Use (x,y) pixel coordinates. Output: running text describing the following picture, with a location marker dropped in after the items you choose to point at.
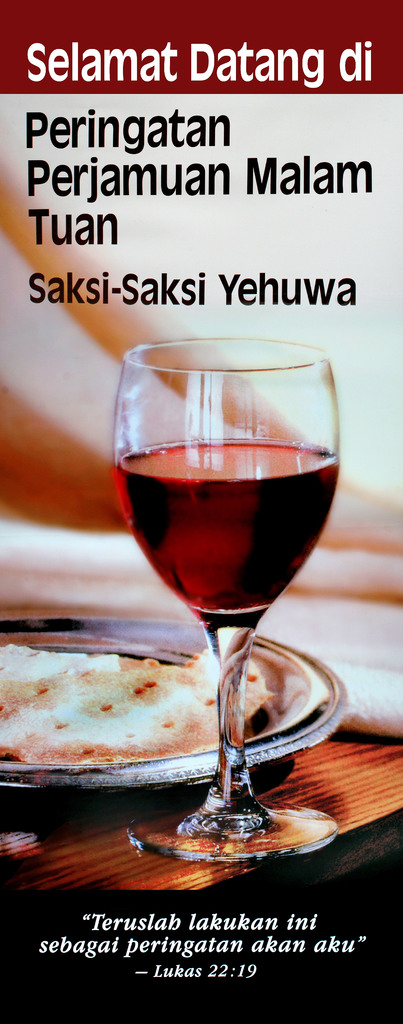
In this picture we can see a poster (202,505), in the poster (241,551) we can find a glass (224,582) and a plate (121,737).
